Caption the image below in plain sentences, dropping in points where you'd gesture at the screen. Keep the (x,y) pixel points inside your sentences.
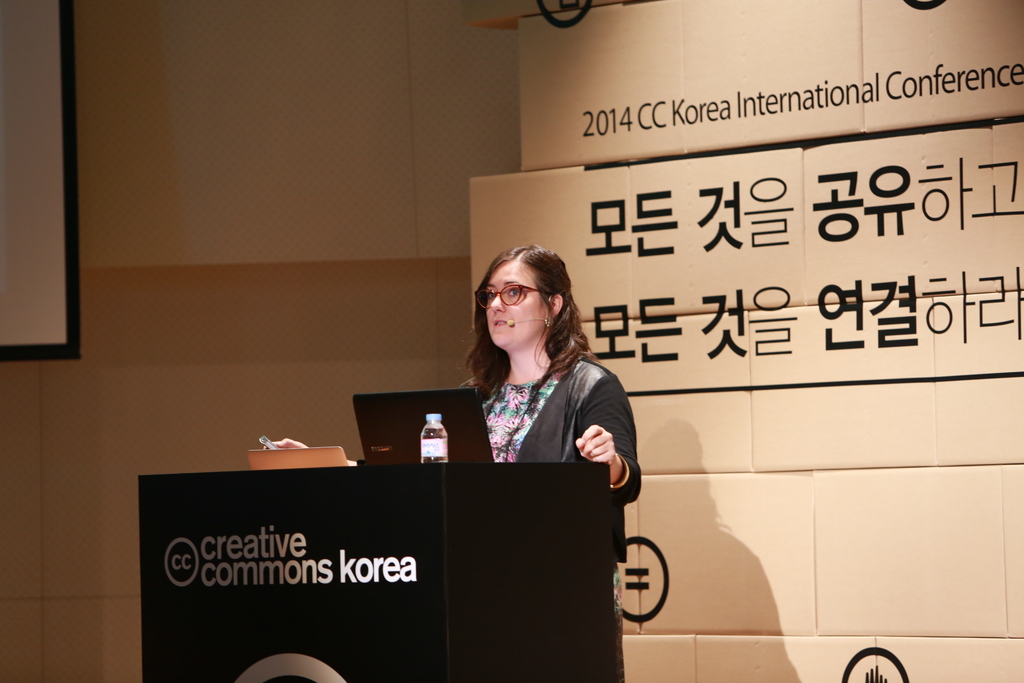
In this image, we can see a podium (397,487), we can see a woman (599,412) standing, there is a laptop (376,424) and a water bottle (439,452) on the podium (359,470), we can see the wall (244,296).
